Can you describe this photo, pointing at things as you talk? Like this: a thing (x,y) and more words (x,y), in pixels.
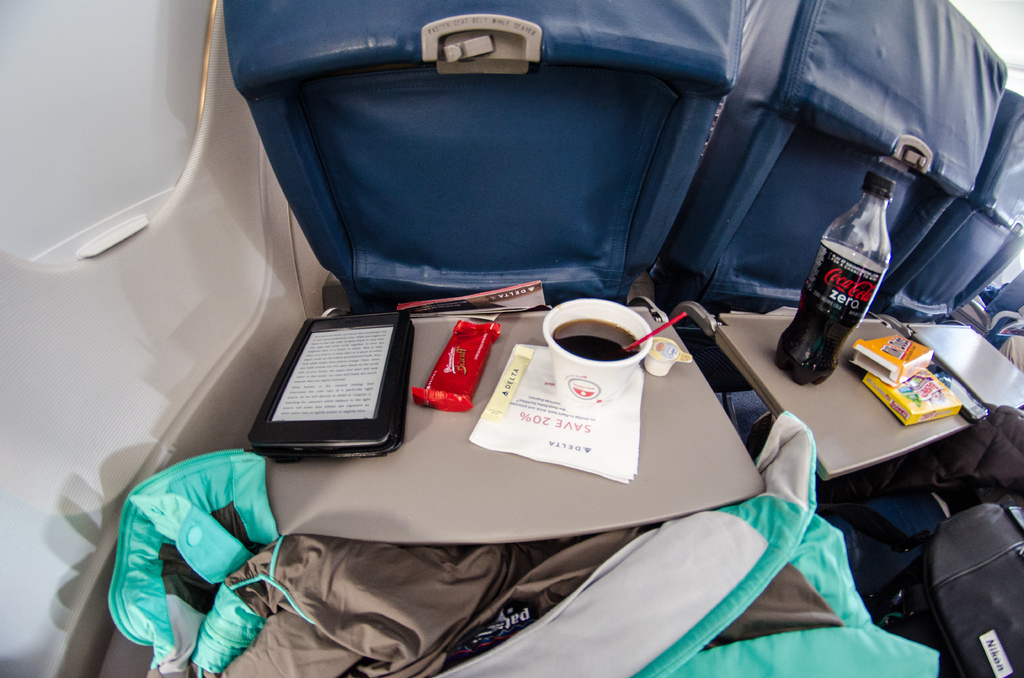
In this image i can see a cup (578,367), chocolate (443,368), paper (554,411), bottle (828,262) on a table (832,380) at the background (582,141) i can see a chair (547,175).
